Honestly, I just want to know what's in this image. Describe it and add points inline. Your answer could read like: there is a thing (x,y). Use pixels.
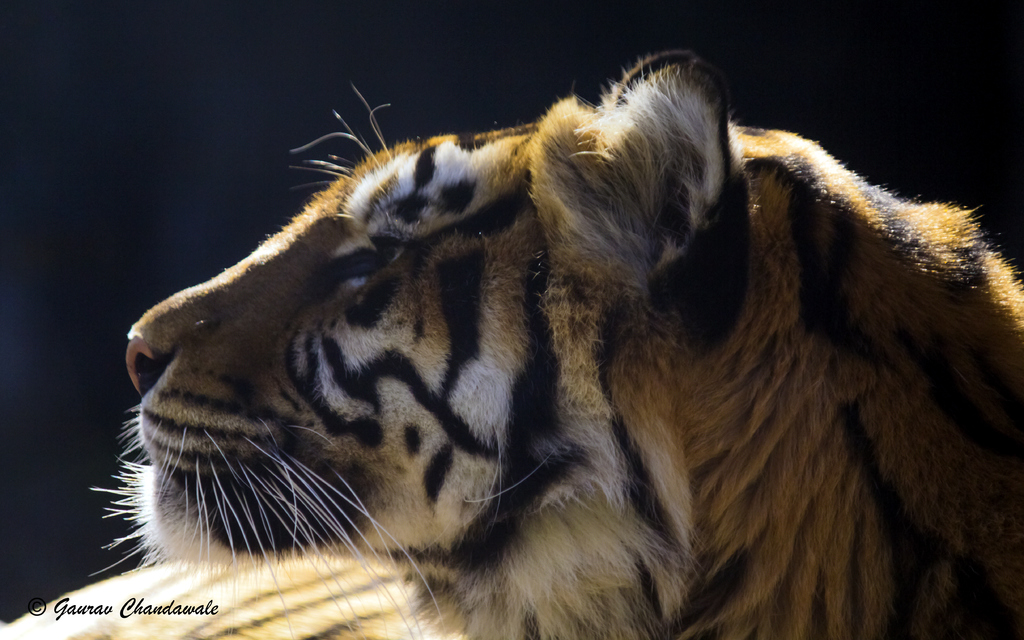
There is a tiger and the background (892,66) is black in color.
